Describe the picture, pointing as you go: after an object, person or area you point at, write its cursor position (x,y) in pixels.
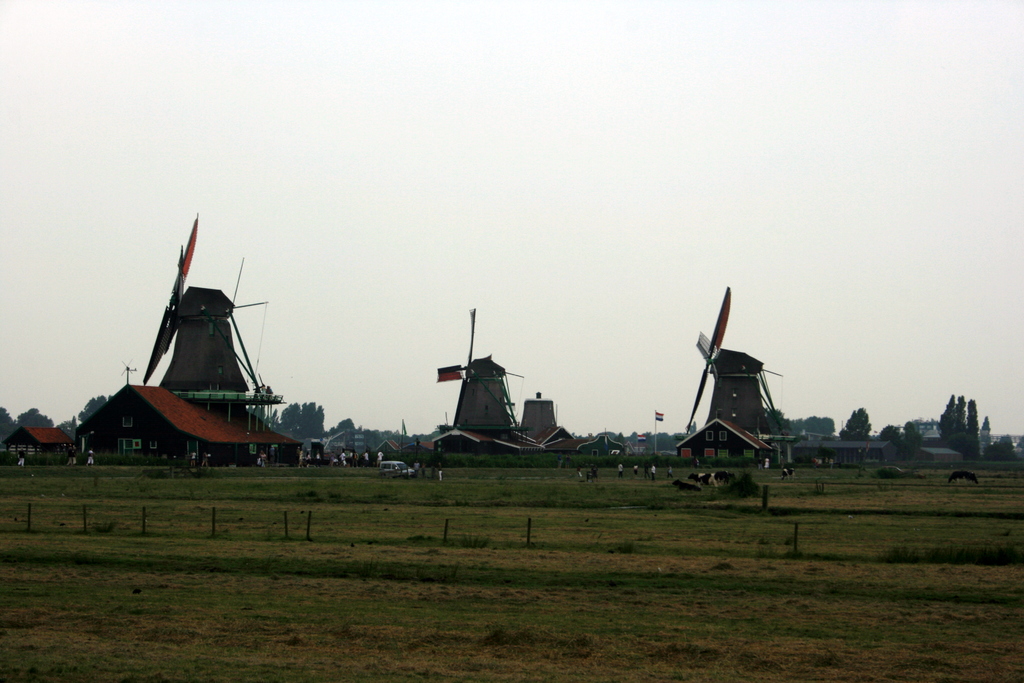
In this image I can see a ground (56,515), in the ground (480,569) I can see persons (594,468) and houses (127,435) and towers (181,328) and wings (152,357) attached to the tower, at the top (164,217) I can see the sky (346,186).
